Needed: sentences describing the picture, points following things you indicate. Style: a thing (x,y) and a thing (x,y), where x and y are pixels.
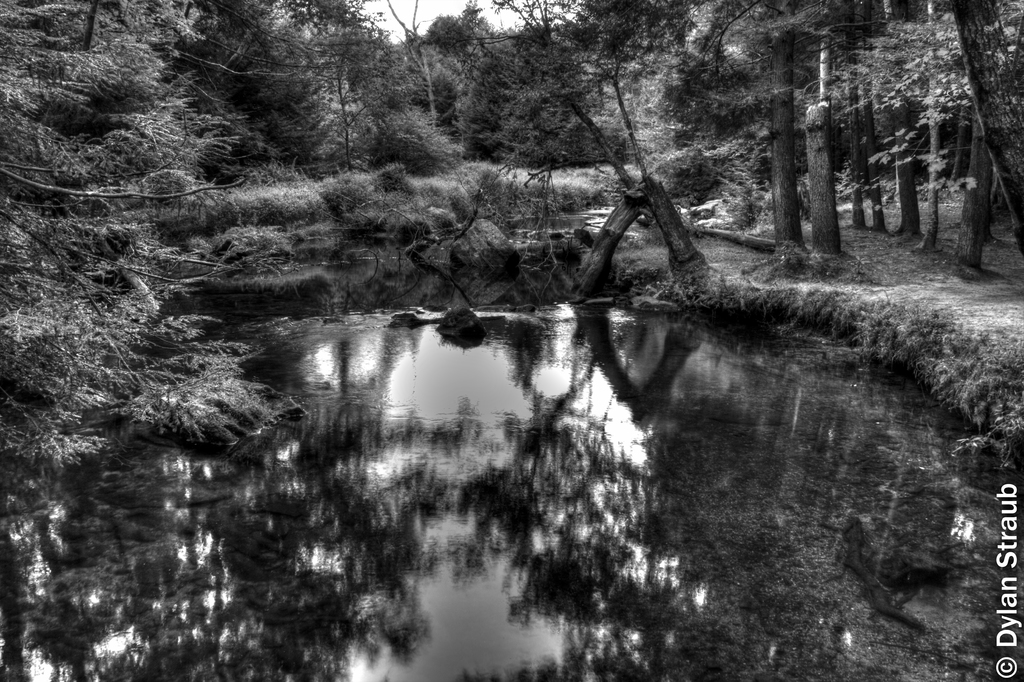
In this image I can see at the bottom (442,524), it is the pond (556,501). At the top (520,64) there are trees (801,145), in the right hand side (1002,495) bottom there is the water mark (996,627).
